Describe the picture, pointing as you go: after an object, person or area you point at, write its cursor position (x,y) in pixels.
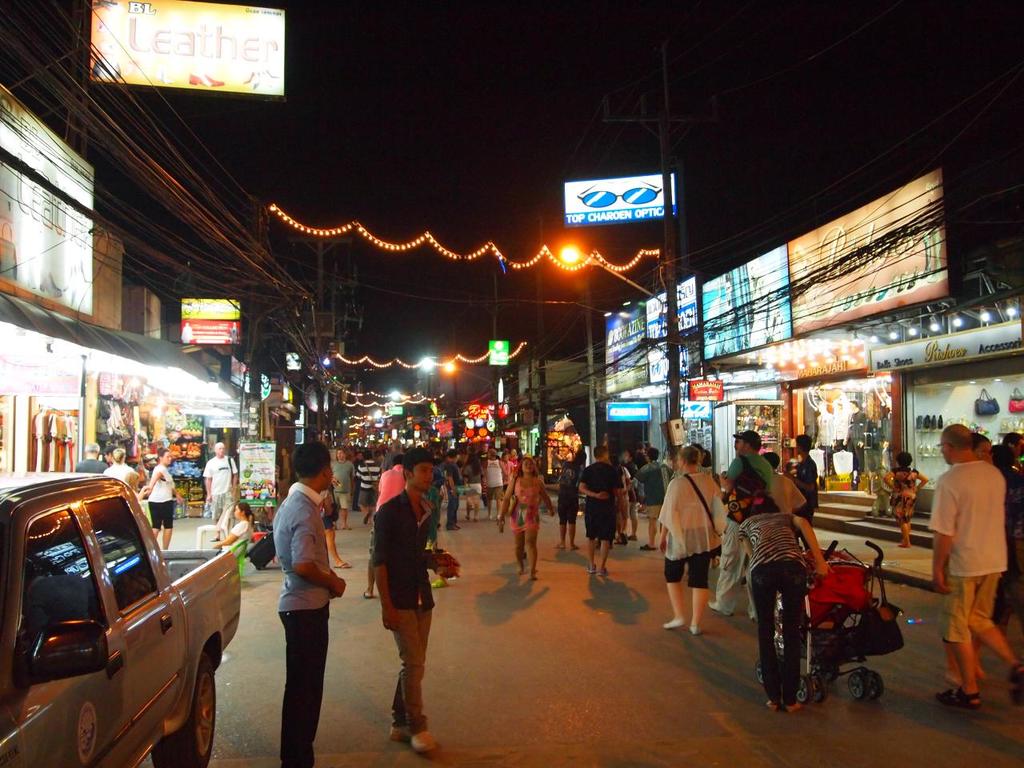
In this image I can see some people (757,574) and vehicles (87,478) on the road (708,641), beside them there are some shops (29,232).
